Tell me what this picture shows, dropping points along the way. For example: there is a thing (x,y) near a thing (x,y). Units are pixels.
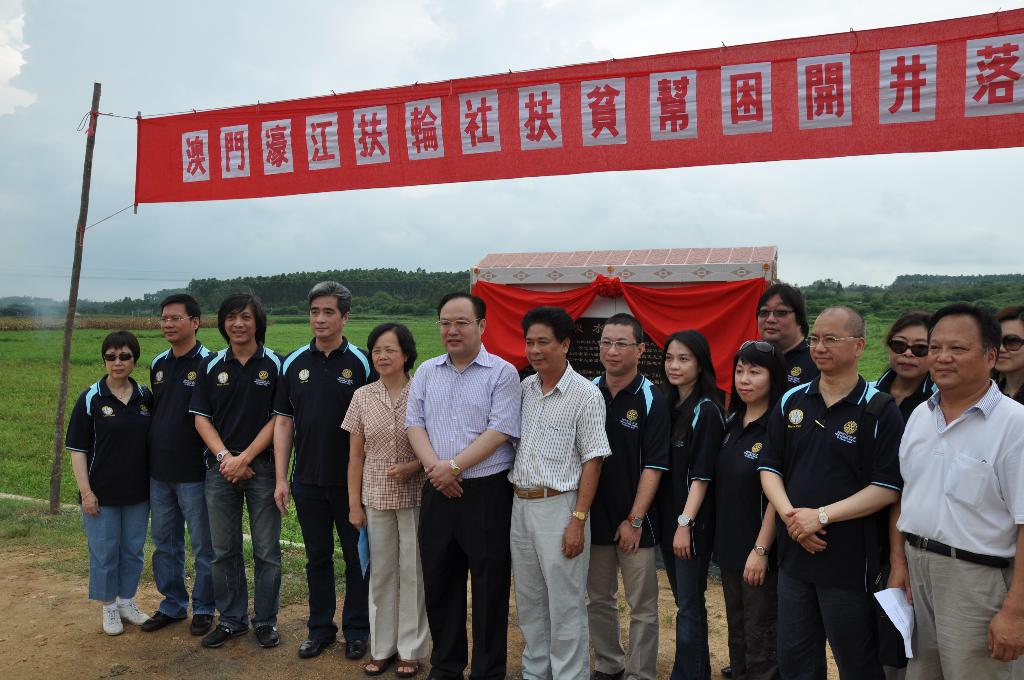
In this picture there is a group of men (231,396) and women (128,375), standing and giving a pose into the camera. Behind there is a granite name plate (652,282) with red color curtain (650,300) on it. On the top (900,109) there is a banner (633,127) with Chinese quote (996,72) on it. In the background (124,299) we can see a green lawn (56,376) and some trees (263,286).
